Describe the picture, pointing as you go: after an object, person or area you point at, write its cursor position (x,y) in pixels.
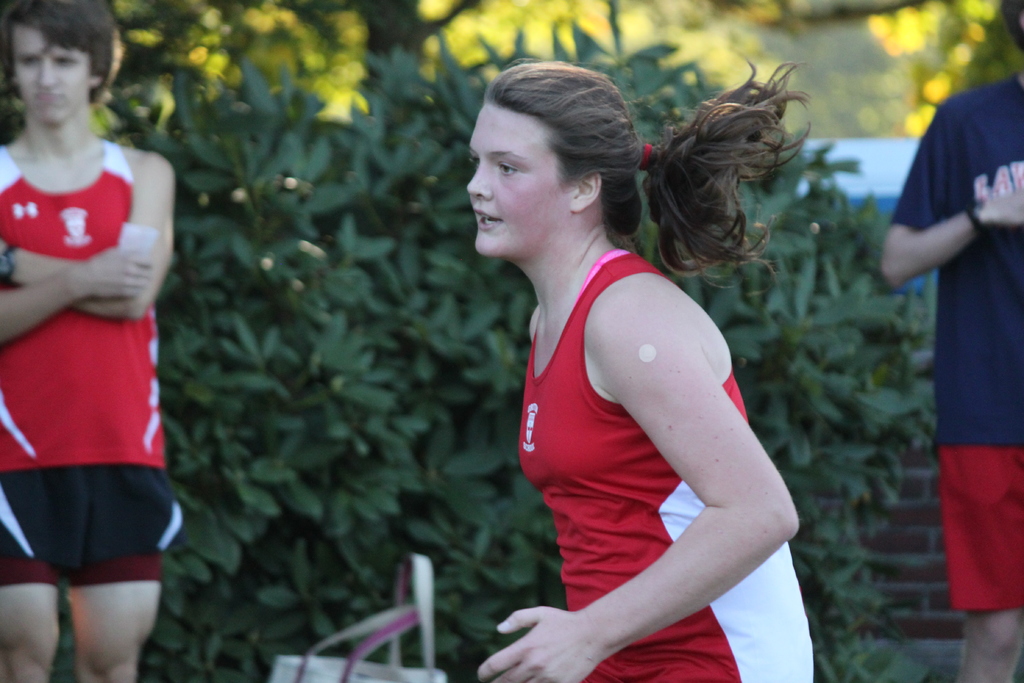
In the image we can see there is a woman (562,353) running and there are people (67,385) standing at the back (983,256). Behind there are plants (493,334).
